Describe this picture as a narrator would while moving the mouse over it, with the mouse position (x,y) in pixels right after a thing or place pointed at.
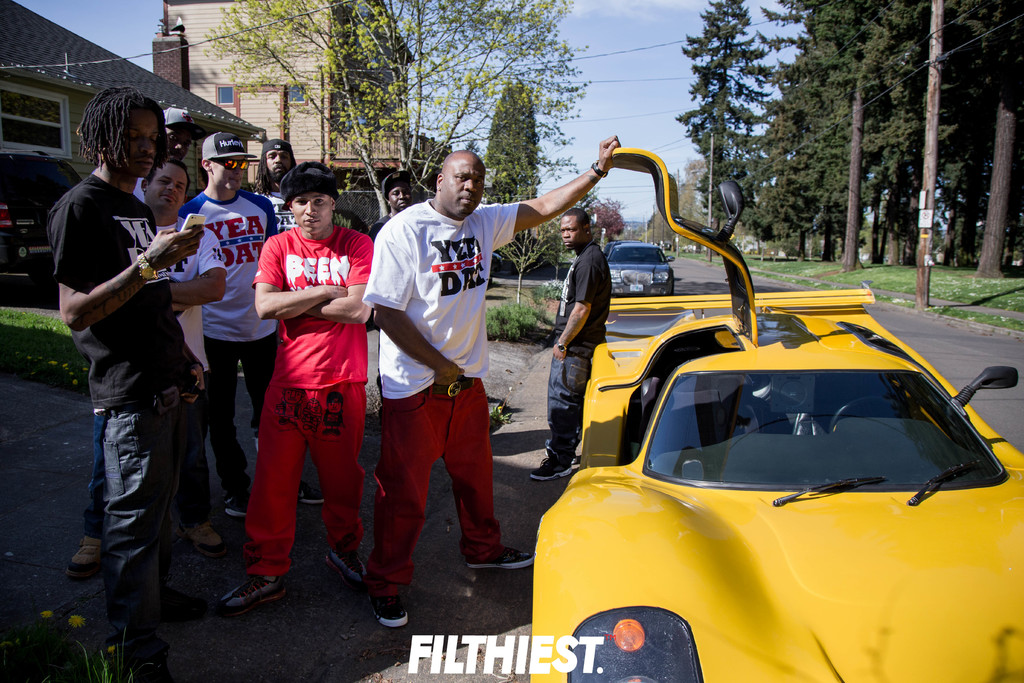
In this image we can see a group of persons (171,330). On the left side (100,305), we can see a person (76,284) holding a mobile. Beside the persons (138,305) we can see a car (688,486). Behind the persons (111,212) we can see buildings (323,148), plants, trees (407,143) and a vehicle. In the top right (872,140), we can see trees (840,162), grass (890,282) and a pole (927,244) with wires (642,48). At the top (593,45) we can see the sky (589,36) and the wires (561,118).
